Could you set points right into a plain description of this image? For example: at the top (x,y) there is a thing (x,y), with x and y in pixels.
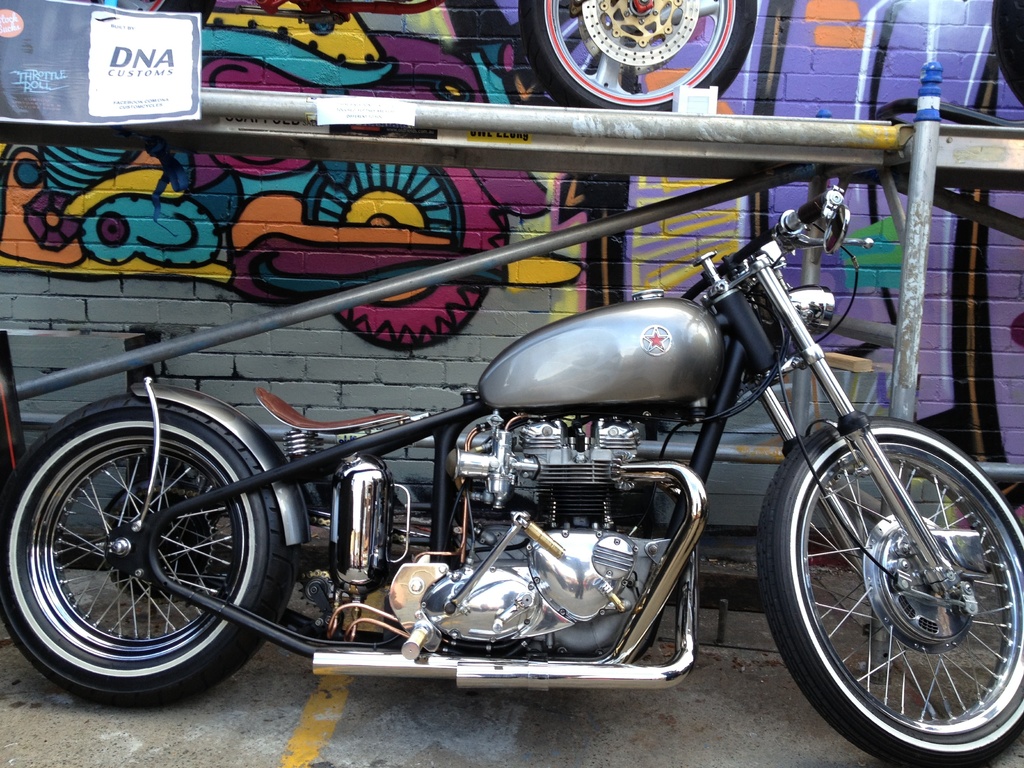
In this image there is a motor bike (489,496), and in the background (799,127) there is a tire (663,44), paper (35,50), iron grills (913,400), graffiti (487,208) on the wall (639,237).
